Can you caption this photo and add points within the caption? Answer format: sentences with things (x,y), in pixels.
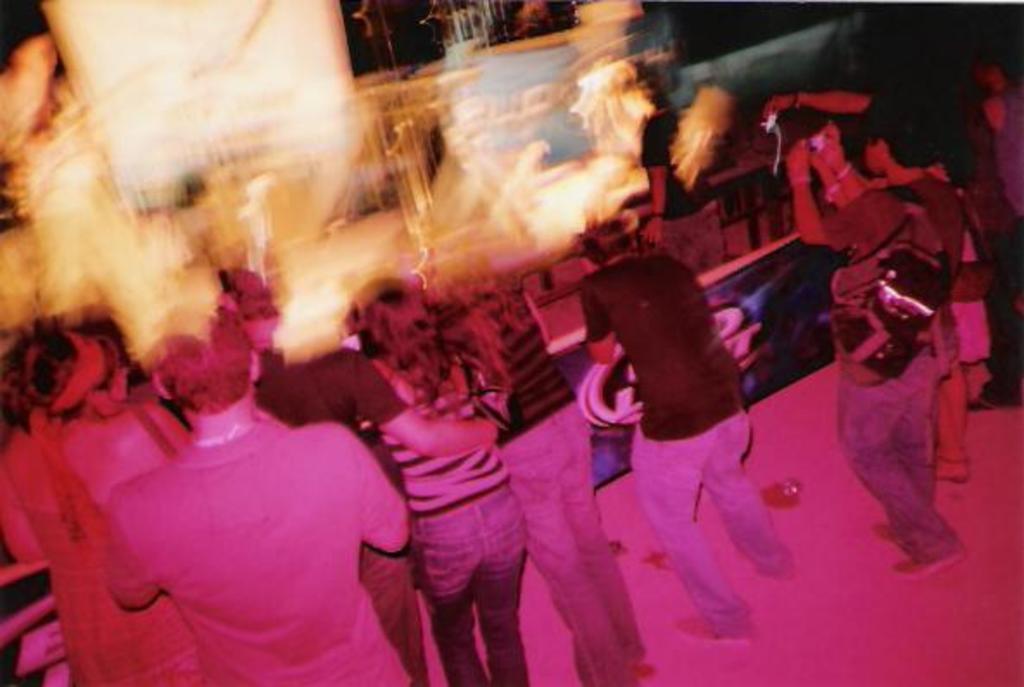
Here in this picture we can see number of people (645,362) standing on the floor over there and the persons (850,227) on the right side (858,212) are clicking pictures with bags (874,280) on them and in their front we can see some performance done by some people (582,175) over there.
